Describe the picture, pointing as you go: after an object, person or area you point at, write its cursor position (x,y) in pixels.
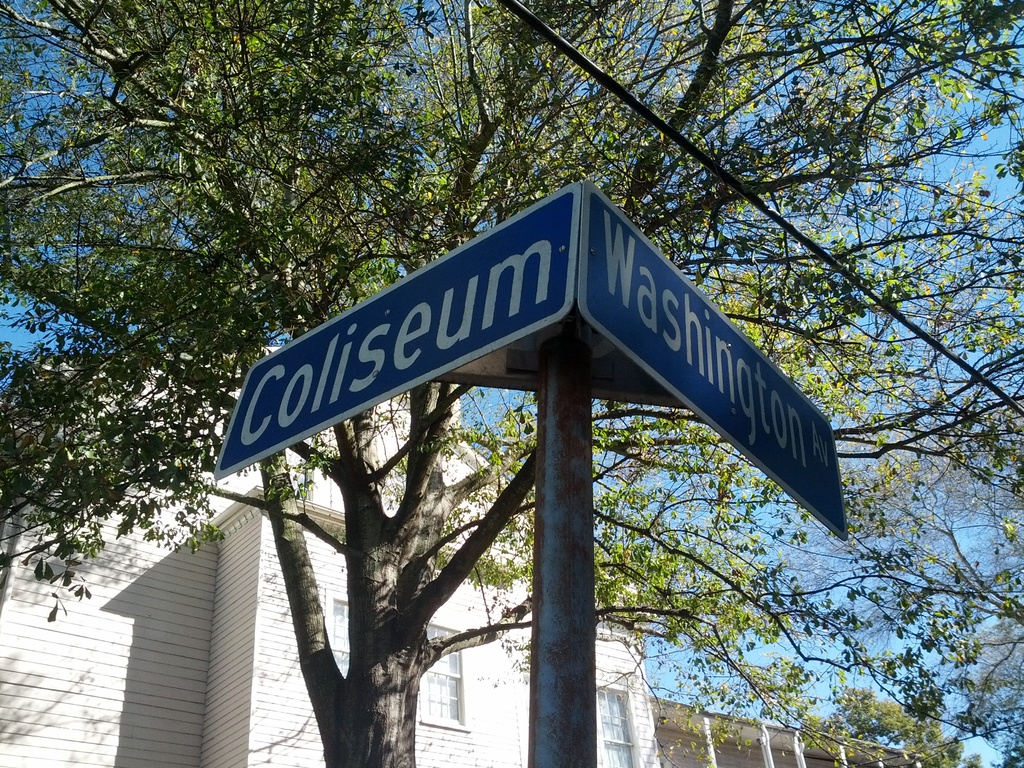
Here I can see a pole (565,446) to which two boards (629,330) are attached. On the boards (506,321) I can see some text (691,327). In the background (414,576) there is a tree (382,712) and a building (153,650).
